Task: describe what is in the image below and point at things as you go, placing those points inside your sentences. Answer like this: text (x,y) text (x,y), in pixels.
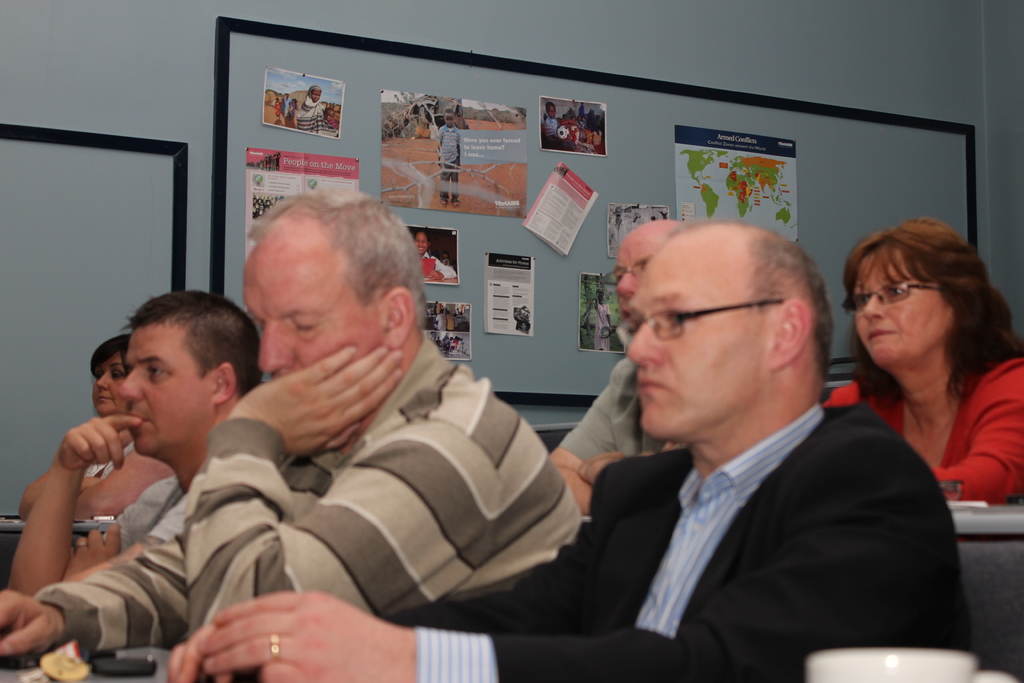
In this picture i can see few people (633,618) seated and I can see paper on the table (980,524) and few of them wore spectacles (852,297) and few posters (614,233) on the board (430,73) and I can see another board (58,130) on the side.
